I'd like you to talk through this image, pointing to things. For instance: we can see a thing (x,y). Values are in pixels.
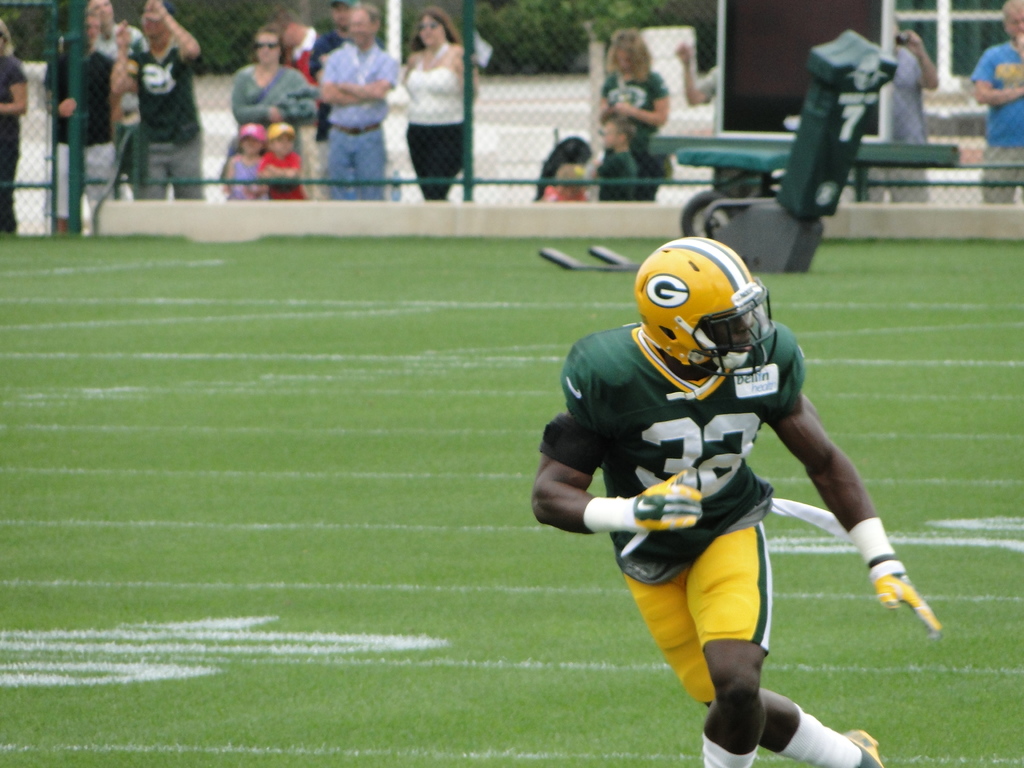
In this picture we can see a person (687,482) running on the grass (598,670), around we can see some people (648,68) are standing near the fence (228,146).
